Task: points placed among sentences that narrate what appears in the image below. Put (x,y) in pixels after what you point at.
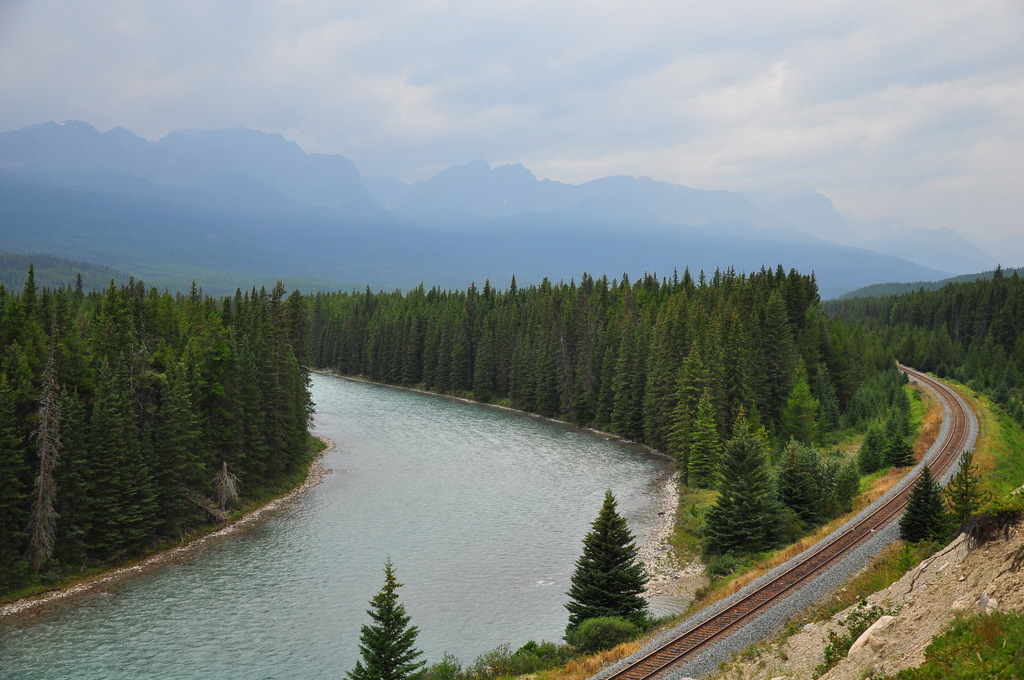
In this picture we can see water (128,654) and trees (180,342) from left to right. There is a railway track (656,660) on the right side (922,374). Sky (837,101) is cloudy.
